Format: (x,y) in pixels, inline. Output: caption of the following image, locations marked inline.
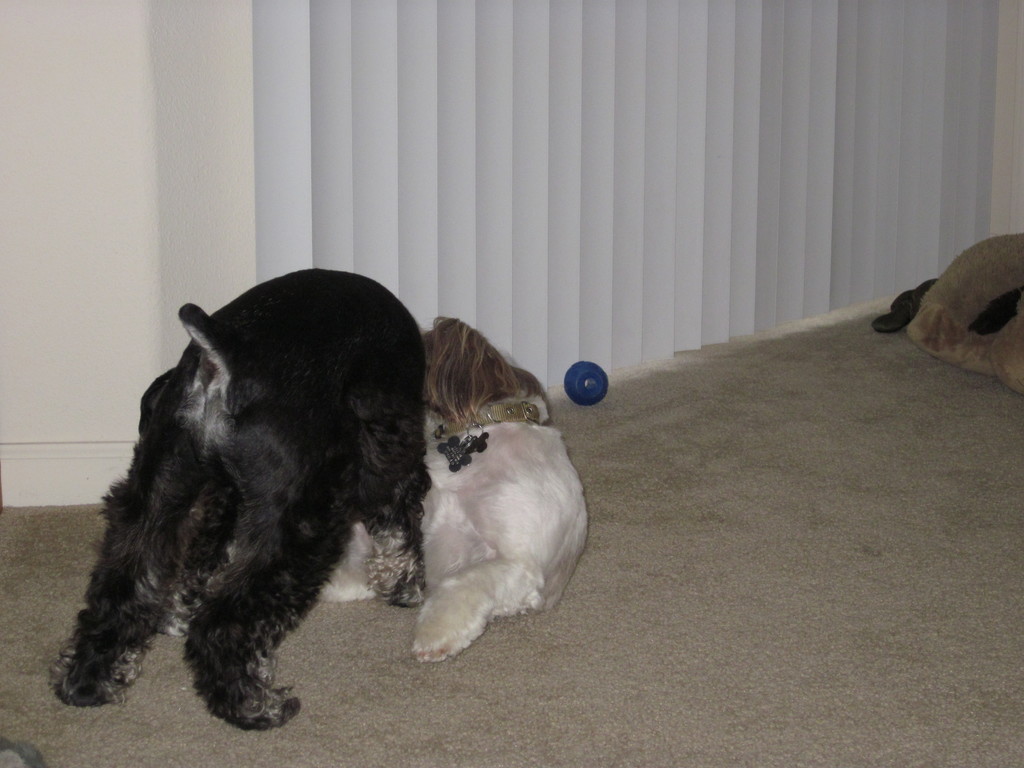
In this image, there are animals (396,480) on the floor (578,598) and one of them is wearing a belt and we can see a blue color object (577,387). In the background (192,184), there is a wall (157,199) and we can see curtains (557,176).
